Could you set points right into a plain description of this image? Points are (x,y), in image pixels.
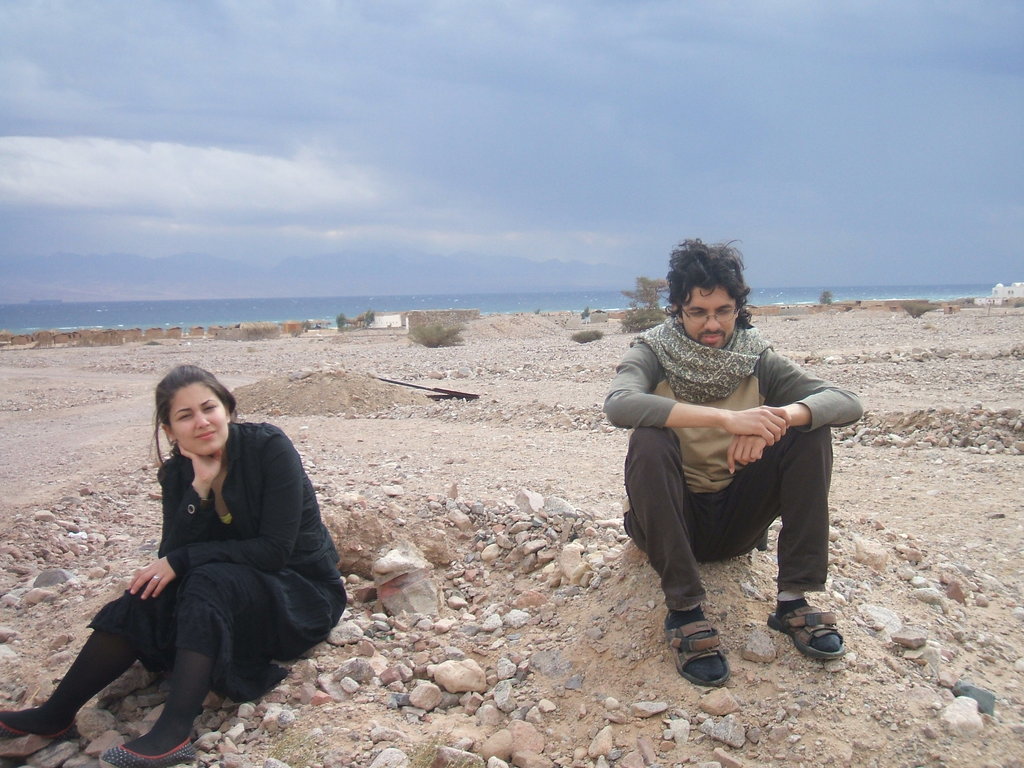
In this image there is a person (723,496) and a lady (211,496) sitting on the surface (609,554). In the background (249,305) there is a river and the sky (394,206).
